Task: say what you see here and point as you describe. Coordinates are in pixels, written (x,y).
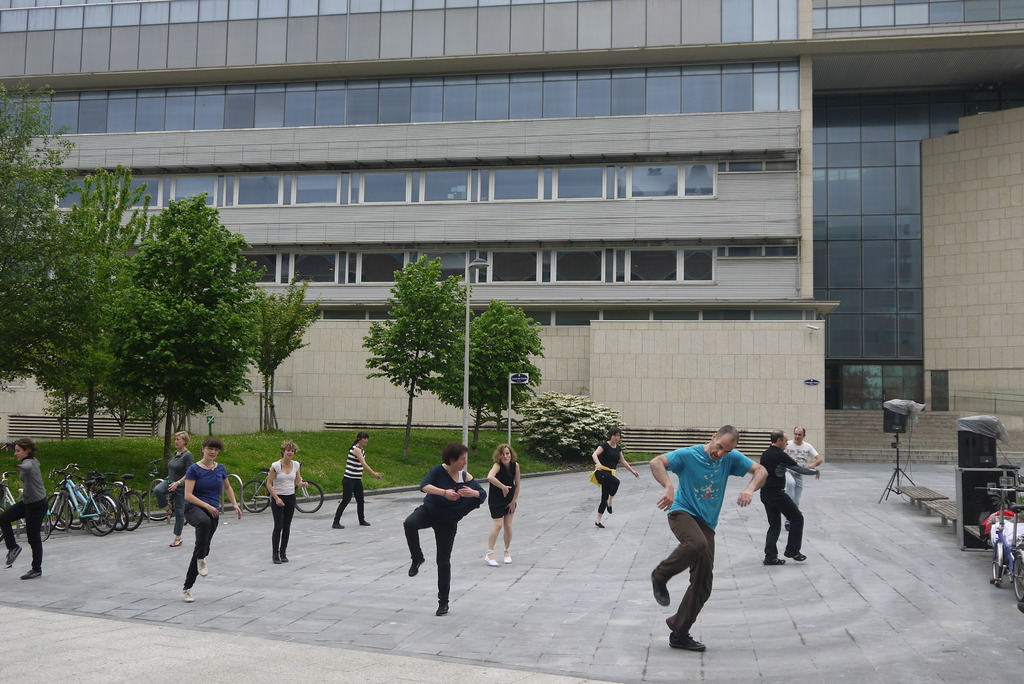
In the background (396,43) we can see a building (396,43), stairs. In this picture we can see the trees (58,241), grass (643,458), board (515,380), light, poles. We can see the bicycles (997,540) and few objects (914,409). We can see the people (452,513) and they are dancing.
